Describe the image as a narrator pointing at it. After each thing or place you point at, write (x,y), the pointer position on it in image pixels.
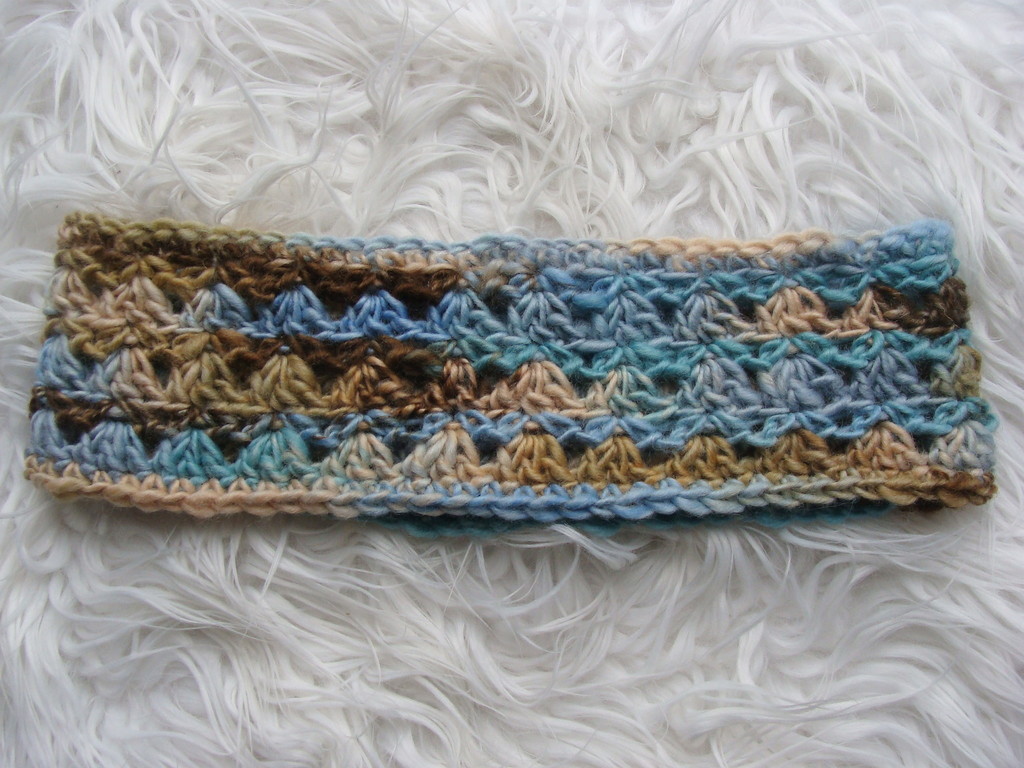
In this image there is a knitted cloth (551,374) on the white woolen cloth (702,108).
